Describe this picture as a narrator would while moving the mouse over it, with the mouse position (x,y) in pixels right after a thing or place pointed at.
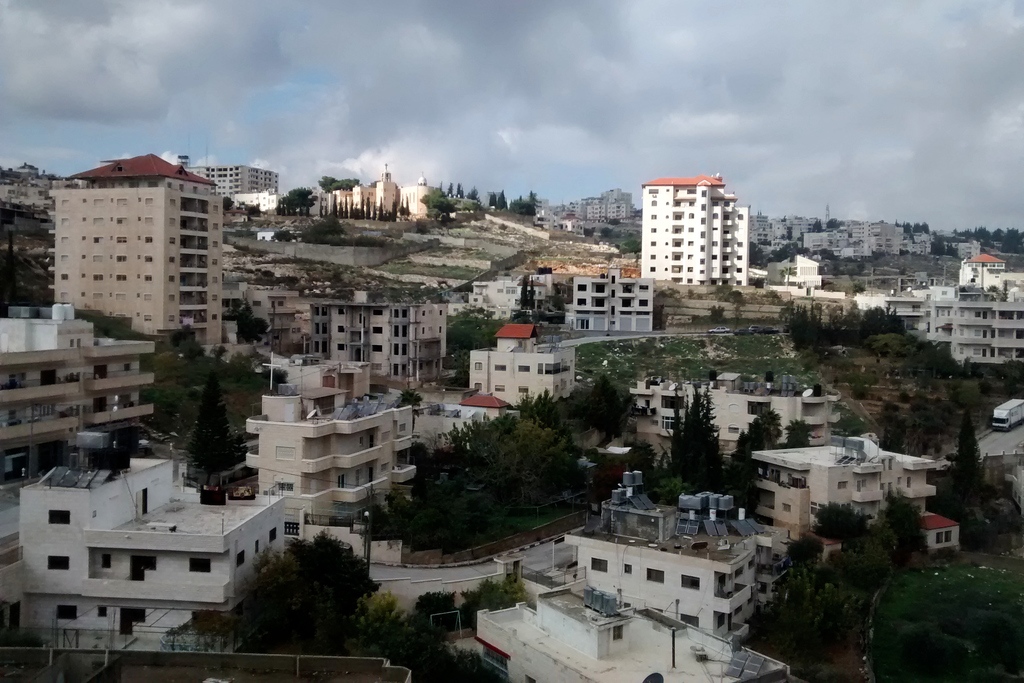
In this image I can see many buildings (385,444) with windows (370,336). I can see many trees (462,447) between these buildings (552,614). In the background (426,204) I can see the few more trees (842,271) and buildings (963,271) and there are clouds (486,117) and the sky (481,83).
